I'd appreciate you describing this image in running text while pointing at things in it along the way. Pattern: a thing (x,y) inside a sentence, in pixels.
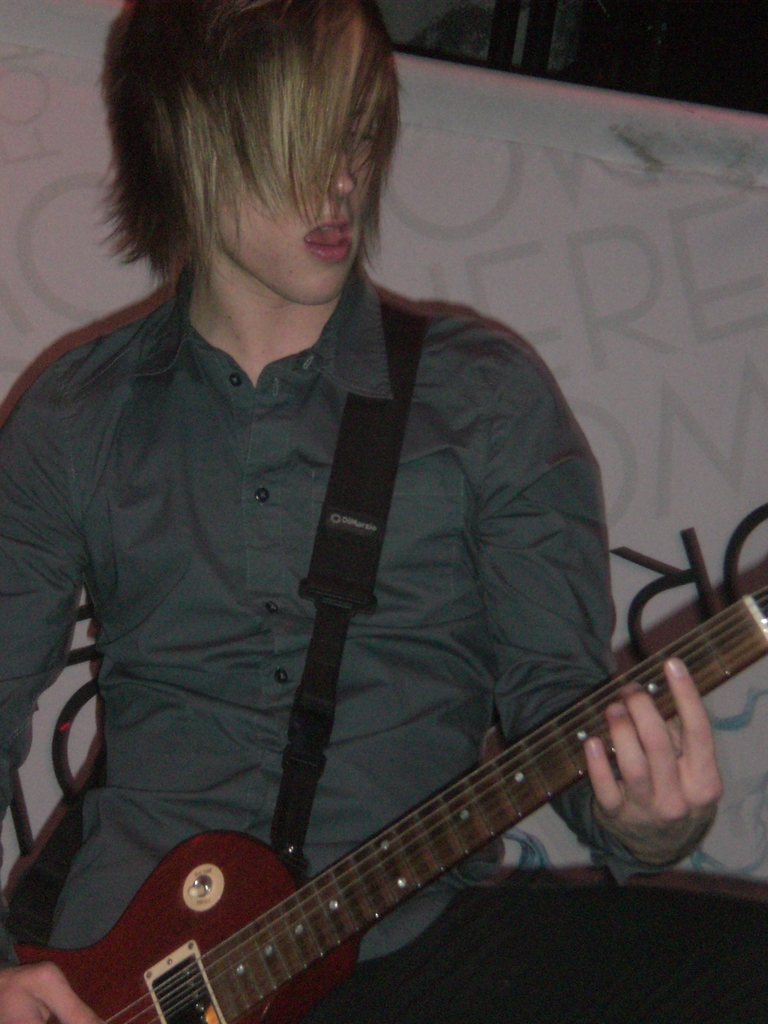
In this image I can see a person (260,583) wearing the shirt (255,694) and holding the guitar (273,1016).
